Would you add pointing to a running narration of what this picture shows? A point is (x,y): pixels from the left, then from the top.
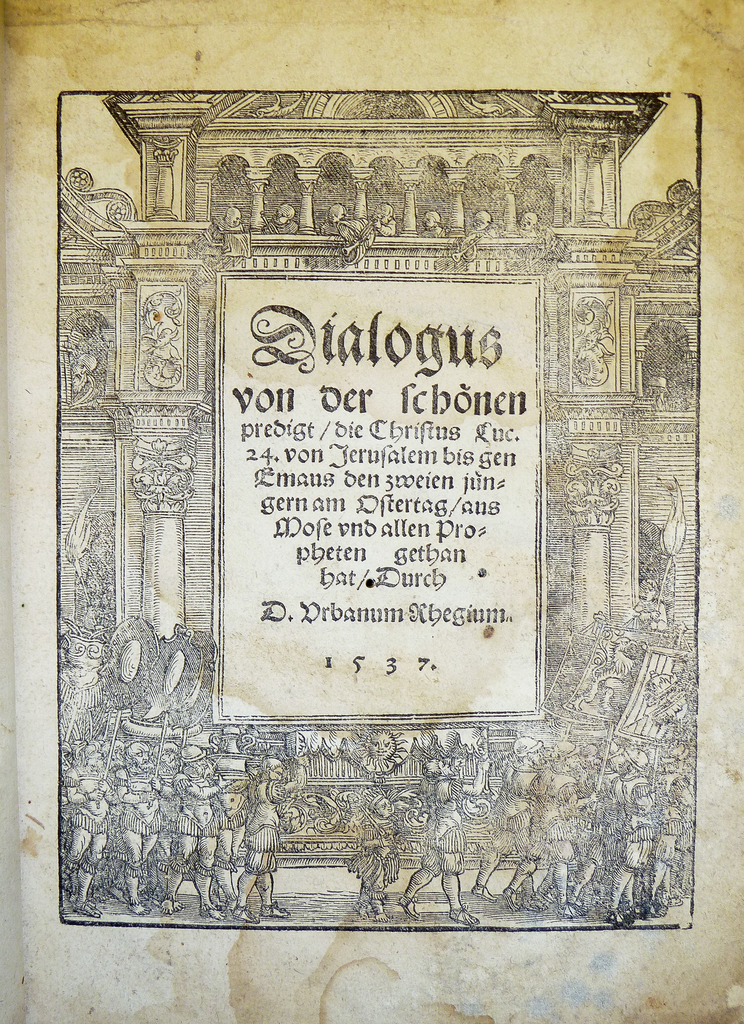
In this picture there is a text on the paper (369,71) and there are group of people (168,867) walking and holding the objects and there is a building (610,262).
